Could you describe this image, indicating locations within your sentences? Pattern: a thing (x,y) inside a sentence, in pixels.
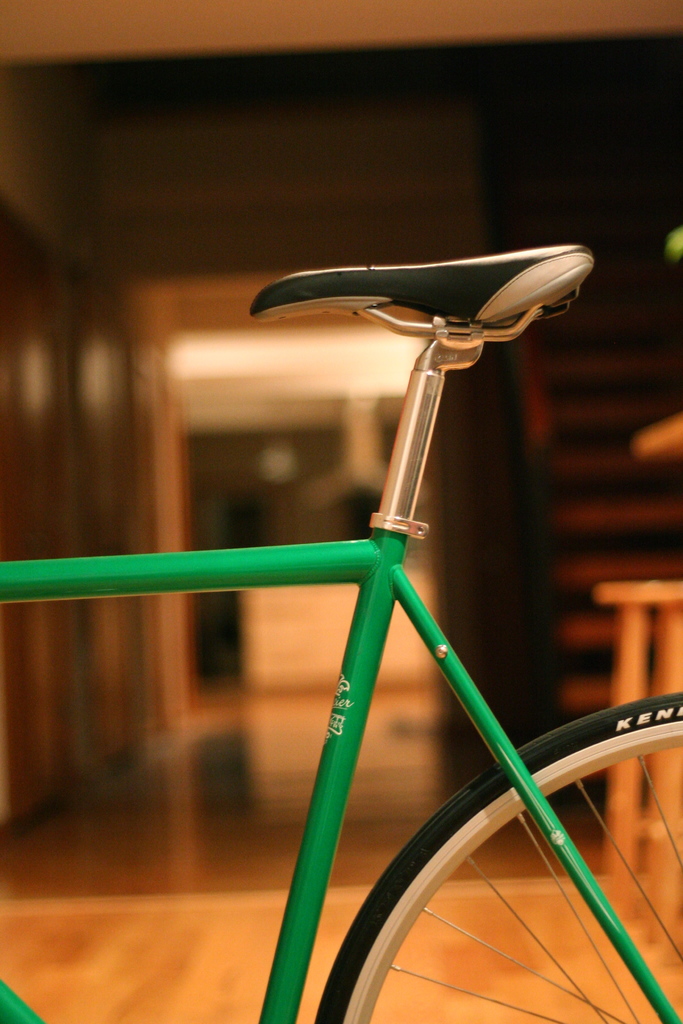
In front of the picture, we see a green color bicycle (303,908). At the bottom (52,954), we see the wooden floor (340,874). On the right side (608,774), we see a table (666,846), staircase (570,475) and the stair railing (516,384). On the left side (138,542), we see a wall (93,330). In the background (345,416), we see a wall (453,706) and a pillar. This picture is blurred in the background (510,589).
